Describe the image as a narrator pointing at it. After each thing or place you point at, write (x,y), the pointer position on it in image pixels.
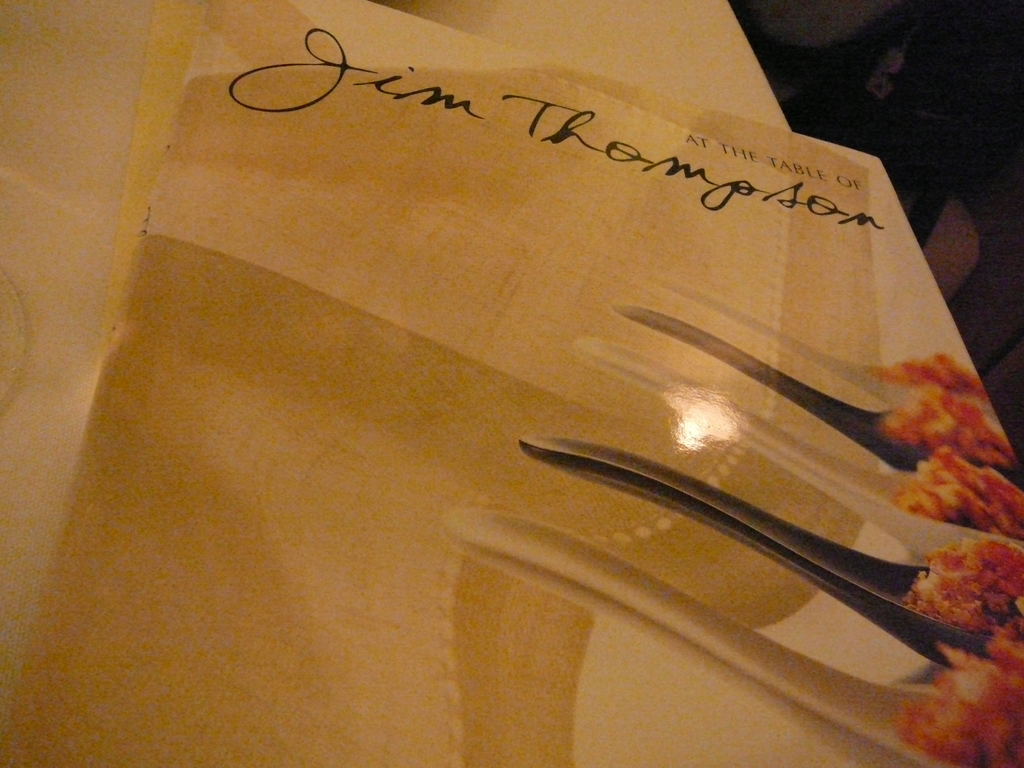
In this image I can see the card (432,337) which is in cream color. And there is something written on the card (758,468). It is on the surface (519,19).
